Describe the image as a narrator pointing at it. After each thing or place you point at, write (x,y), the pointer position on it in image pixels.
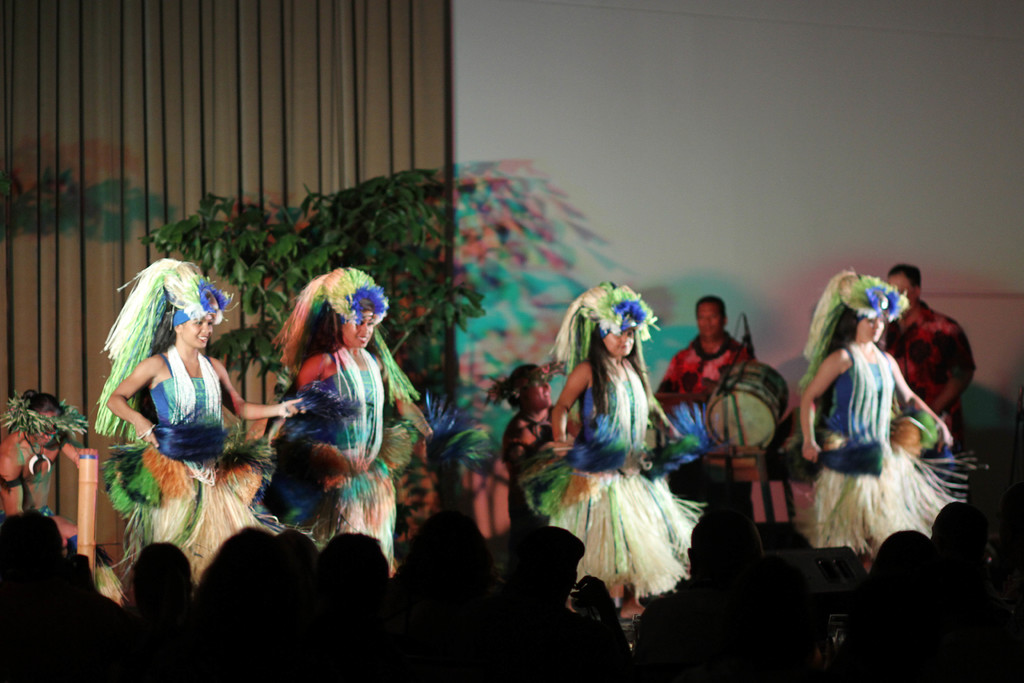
At the bottom of the image (522,581) there are few people (705,547). In front of them there are few people (589,381) with costumes (885,471) are standing on the stage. Behind them there are few people (48,441) playing musical instruments (752,381) and also there is a plant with leaves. In the background (156,107) there is a curtain (377,97) and also there is a wall (784,162).
